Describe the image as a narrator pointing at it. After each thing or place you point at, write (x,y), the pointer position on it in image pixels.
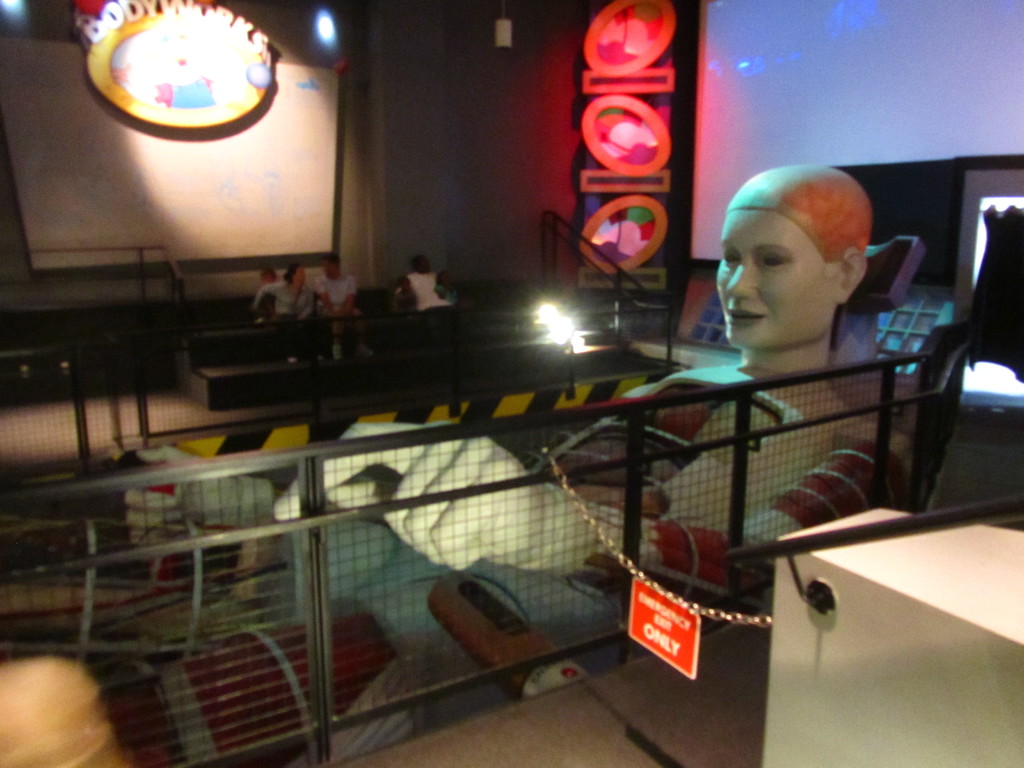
We can see chain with board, fence (547,495), rod (766,555) and white object (878,623), behind the fence (723,461) we can see mannequin (827,270) on bed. In the background (461,324) we can see fence (414,321), lights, boards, screens (842,77), wall (571,205), railings (558,235) and there are people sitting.
